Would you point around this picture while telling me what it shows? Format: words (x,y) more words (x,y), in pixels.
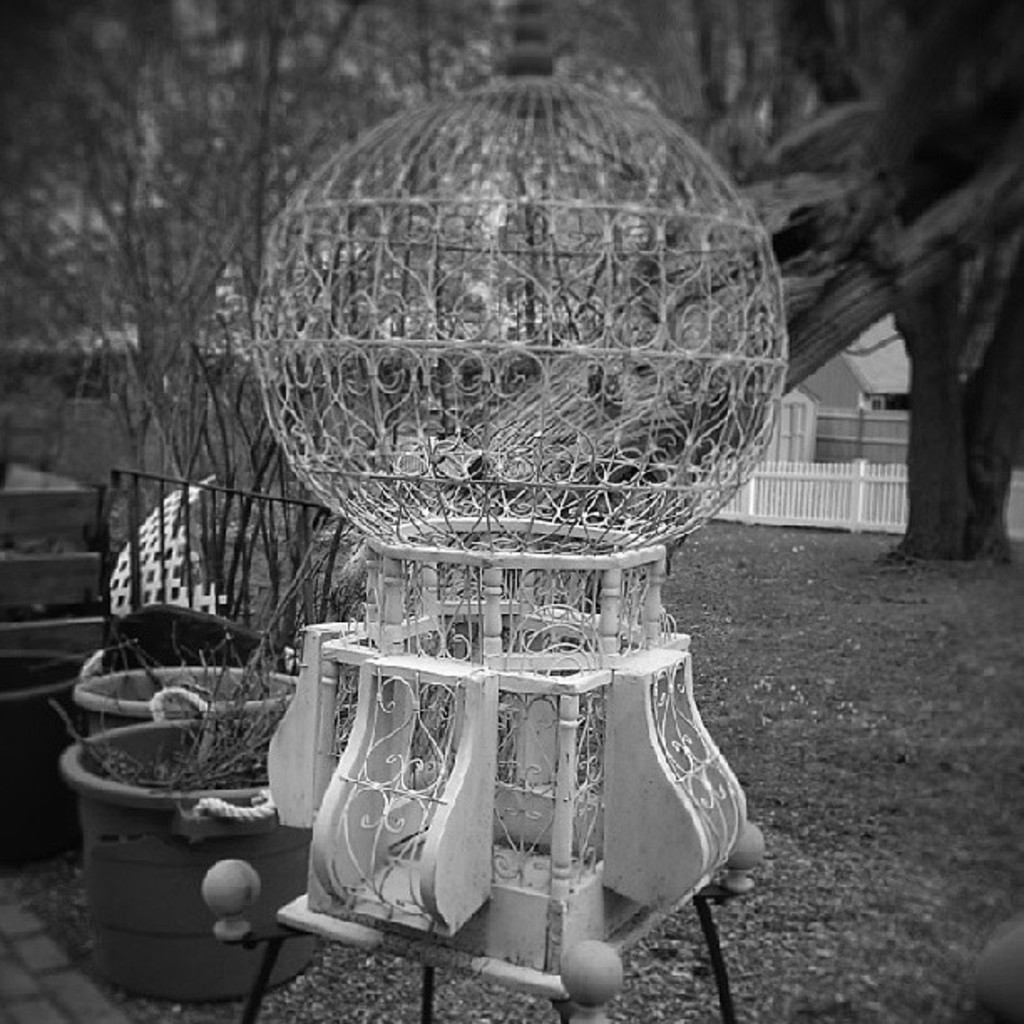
This is the picture of a place (1020,777) where we have some trees (692,54), plants (229,741), fencing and a thing (462,796) which is in white color on the table (355,942).
